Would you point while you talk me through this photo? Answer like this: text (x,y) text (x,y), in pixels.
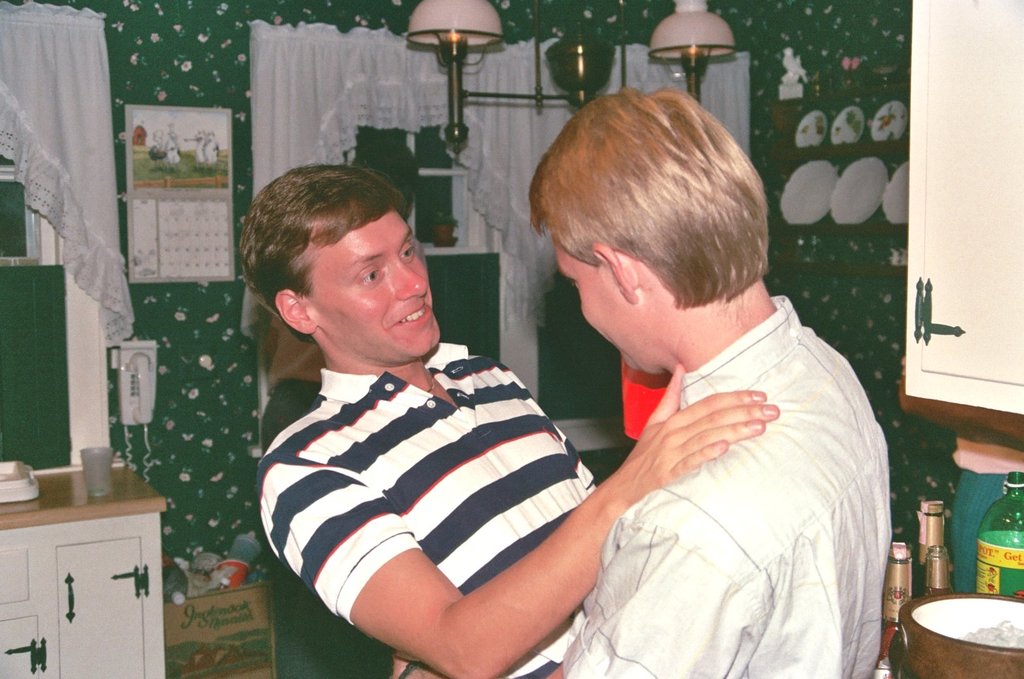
In front of the image there are two men (772,518) standing. On the right side of the image (958,656) there are bottles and some other things (945,658). Above them there is a cupboard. Beside that cupboard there are racks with plates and some other things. On the left side of the image (36,507) there is a table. On the tables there are few things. Behind the table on the wall (243,74) there are windows (461,222) with curtains (348,106). Beside the window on the wall (532,16) there is a telephone (126,370) and a curtain (520,51). In front of the wall (819,80) there is a cardboard box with few things (240,555) in it.
